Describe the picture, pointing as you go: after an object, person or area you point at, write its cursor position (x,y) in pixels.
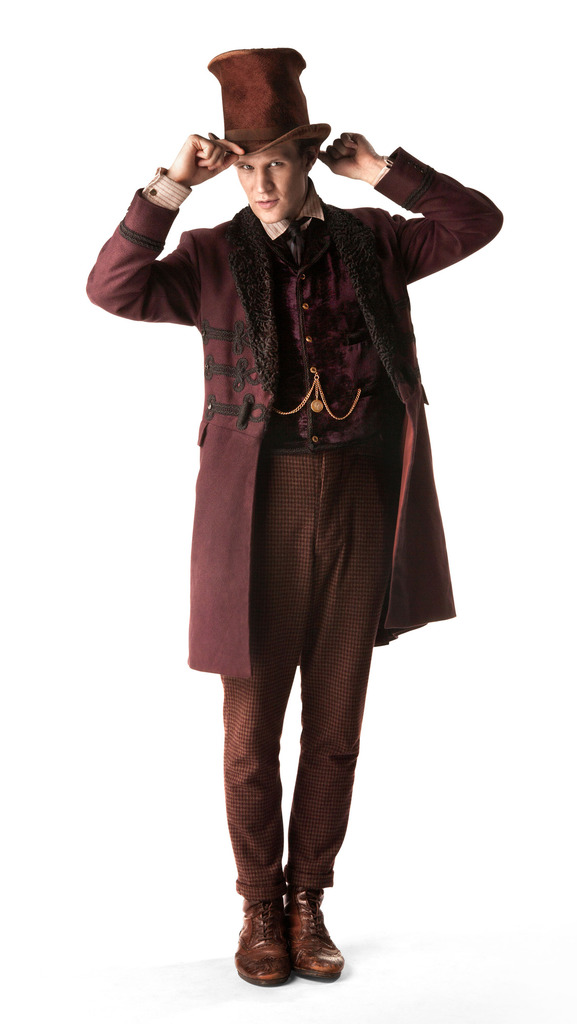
In this picture I can observe a person (243,434) wearing brown color coat (267,362) and a hat (261,144) on his head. The background (41,561) is white color.
